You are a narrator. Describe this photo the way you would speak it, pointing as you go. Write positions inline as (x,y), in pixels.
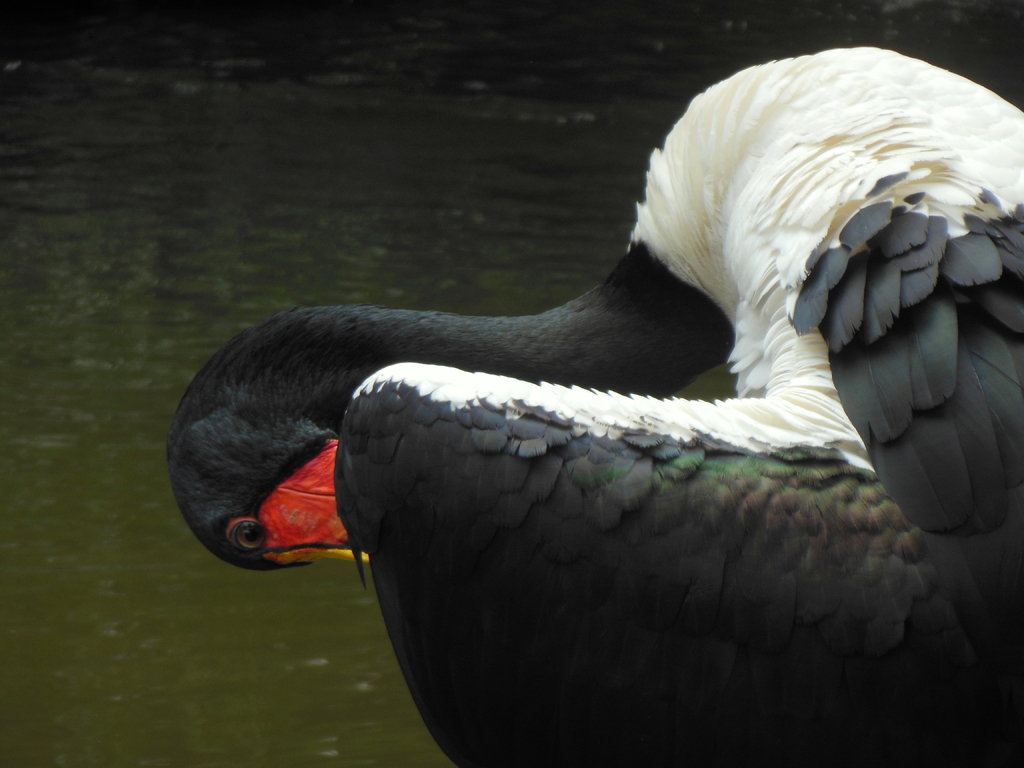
In this image there is a bird (621,473). In the background (437,163) there is water (133,461).
